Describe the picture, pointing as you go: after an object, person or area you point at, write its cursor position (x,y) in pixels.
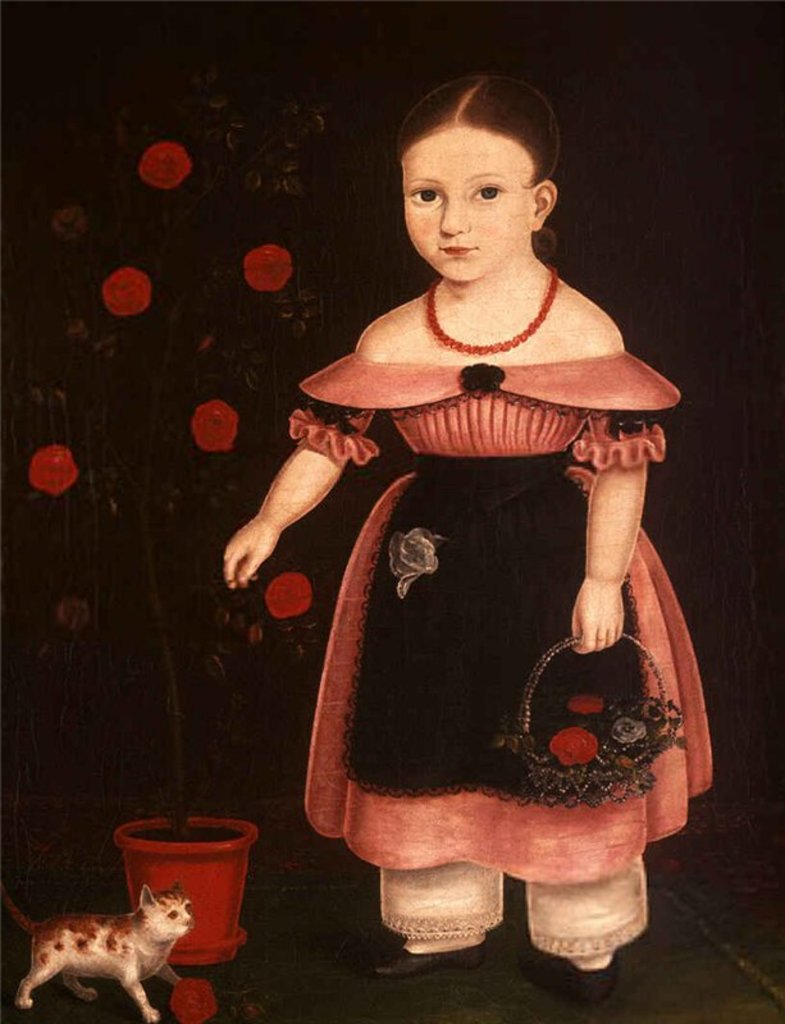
This is an image of a painting (418,307). I can see a girl child (662,634) holding a flower basket (587,699) in her hand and in the left bottom corner (201,980) I can see a kitten (173,939) with a flower (199,987) and a potted plant (238,835) on the left side of the image (248,827).
